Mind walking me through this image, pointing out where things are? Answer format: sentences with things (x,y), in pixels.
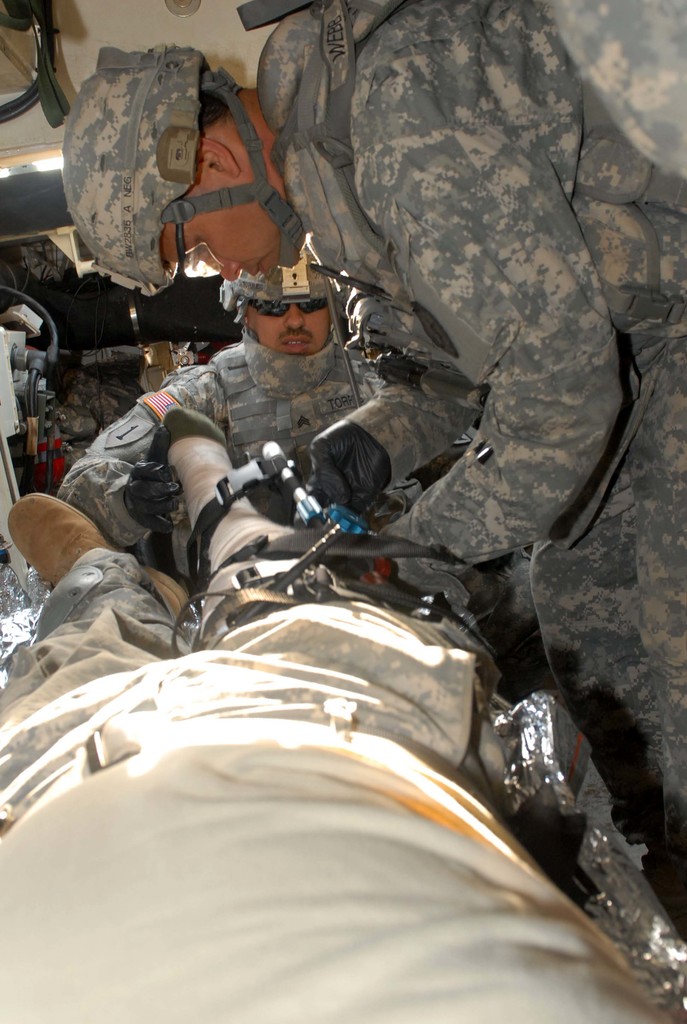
In this image there are two people (602,265) operating a person (14,854). Behind them there are few objects (101,348). There are lights (51,162) on top of the image (7,173).
